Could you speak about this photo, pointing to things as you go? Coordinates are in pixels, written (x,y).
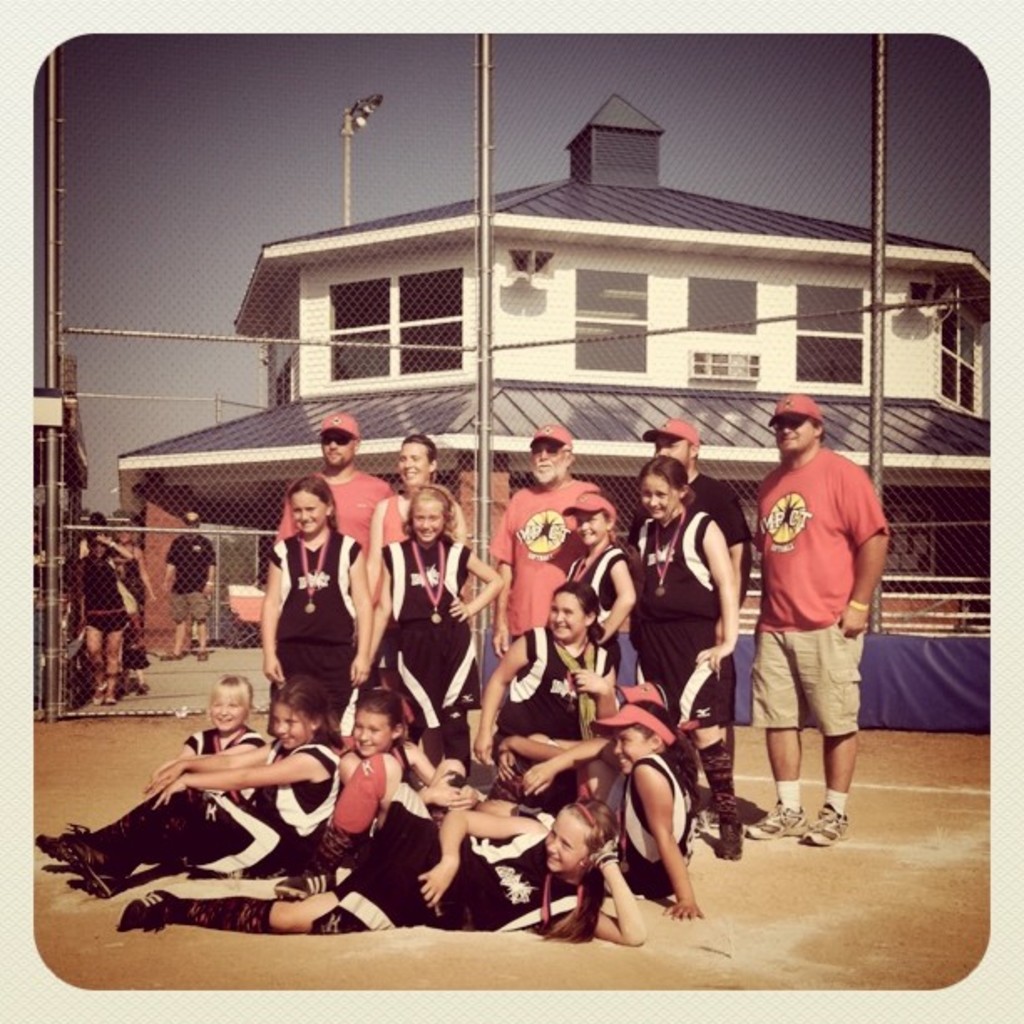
In this picture we can see a bunch of little girls (190,811) sitting on the ground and other people (771,630) standing and looking at someone. In the background (819,271), we can see a house (595,193) and a gate (62,600).
